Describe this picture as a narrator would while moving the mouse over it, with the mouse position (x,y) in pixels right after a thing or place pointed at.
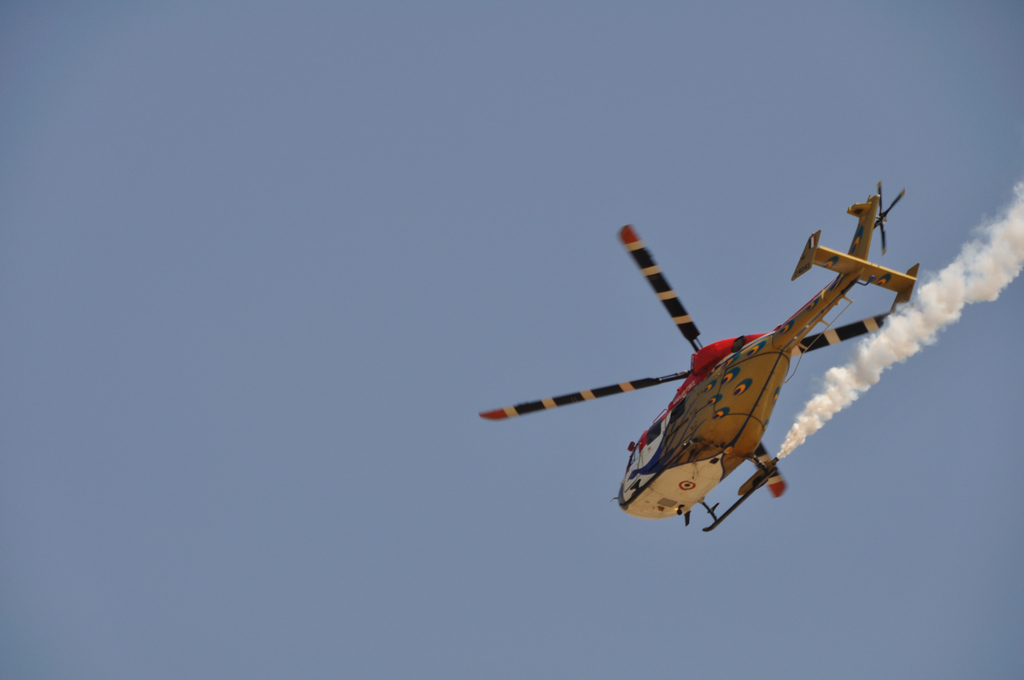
In this image we can see a helicopter (838,258) flying in the sky (706,232), also we can see the smoke (865,384).
